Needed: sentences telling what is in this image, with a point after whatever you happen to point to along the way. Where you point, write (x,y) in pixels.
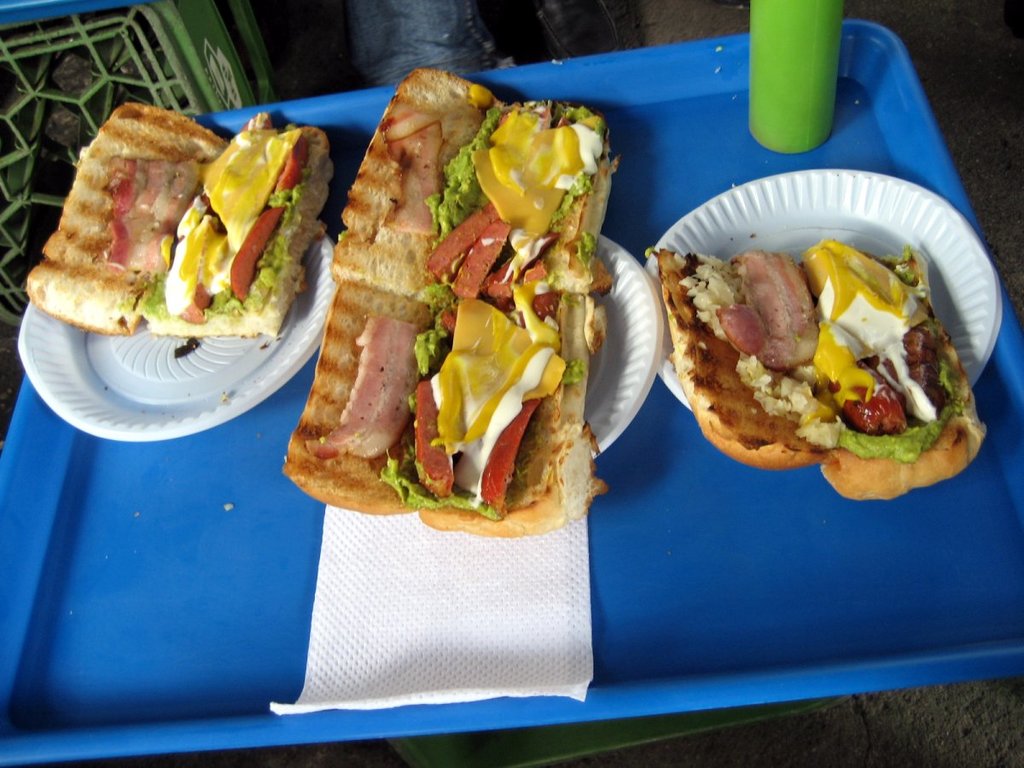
In this picture we can see food (427,302) in the plates (625,313), and also we can find few napkins (510,563) and a bottle (754,127) on the table (654,184), on the left side of the image (159,107) we can see some other things (175,75).
